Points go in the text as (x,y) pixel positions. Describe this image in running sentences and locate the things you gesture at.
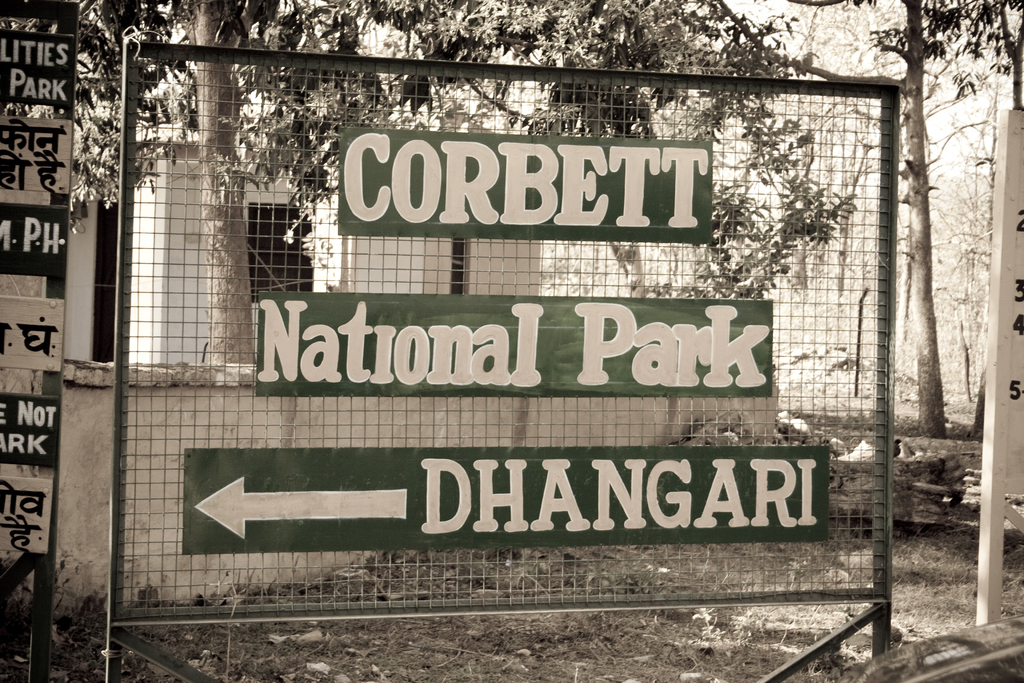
This image consists of a board (362,331) made up of metal (473,287). On which there is a text (276,341). On the left (25,338), there is a name board (40,133). At the bottom (609,616), there is dry grass (457,638) on the ground (695,634). In the background (569,46), there are trees (85,99) and a small house (395,272).
